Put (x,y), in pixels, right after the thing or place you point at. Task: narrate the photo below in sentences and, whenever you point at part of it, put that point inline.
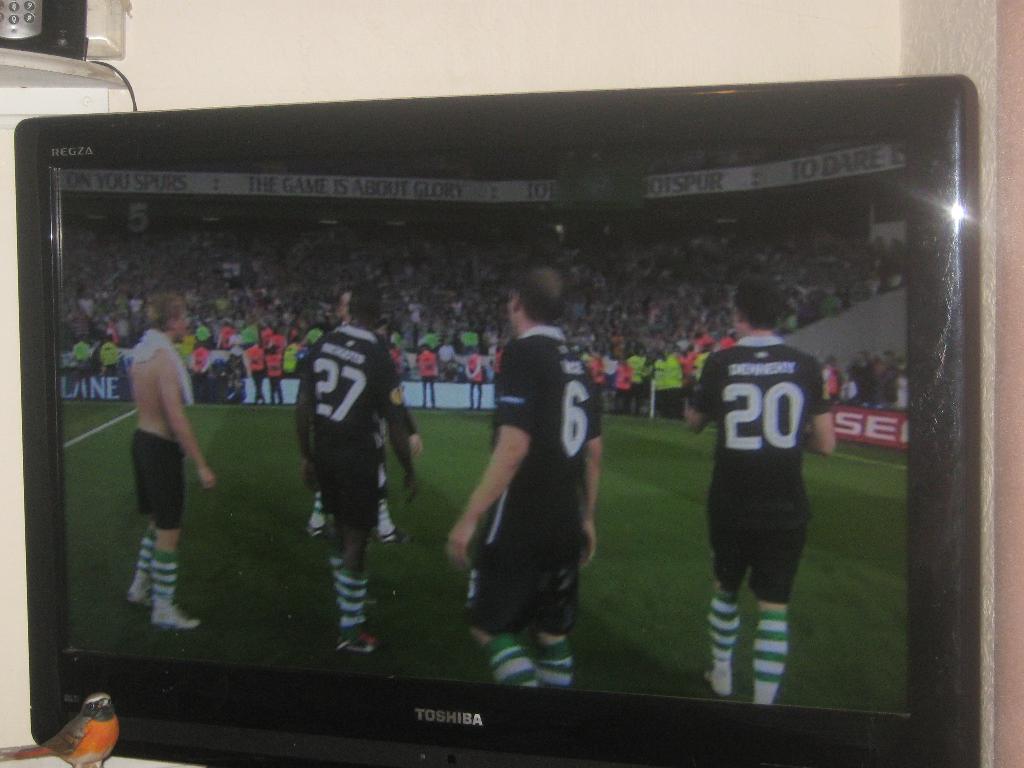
In this picture we can see a television (443,399) in the television (546,483) we can find few people (741,377).
